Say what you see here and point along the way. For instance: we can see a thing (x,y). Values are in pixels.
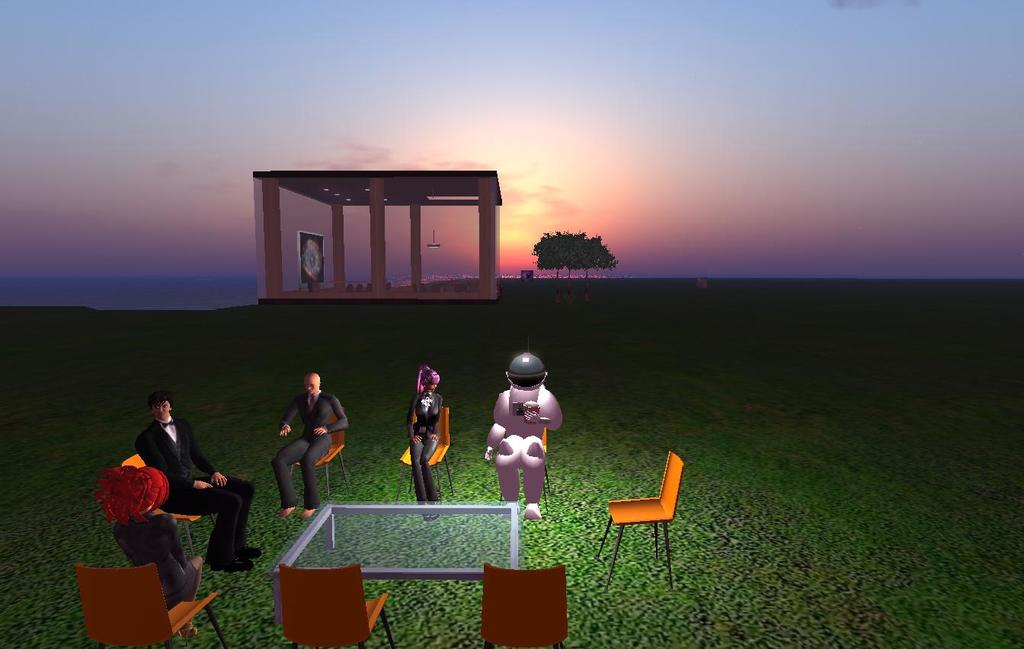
In the image there are few animated images (229,545) sitting on chairs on grass land (576,363), in the back (375,294) there is a building (338,278) with a tree (541,248) behind it and above its sky (568,73).
